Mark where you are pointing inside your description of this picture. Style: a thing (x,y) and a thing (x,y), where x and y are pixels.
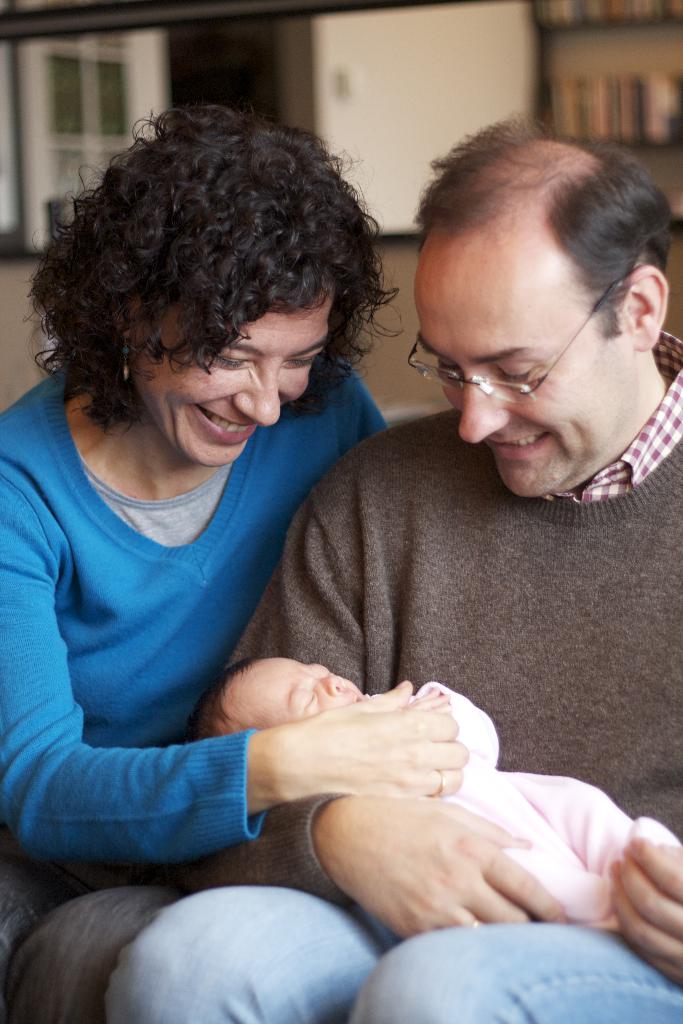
In this picture we can see a woman (224,344) and a man (521,491), he is holding a baby (584,836) and he wore spectacles (415,370), and also we can see they both are smiling.
